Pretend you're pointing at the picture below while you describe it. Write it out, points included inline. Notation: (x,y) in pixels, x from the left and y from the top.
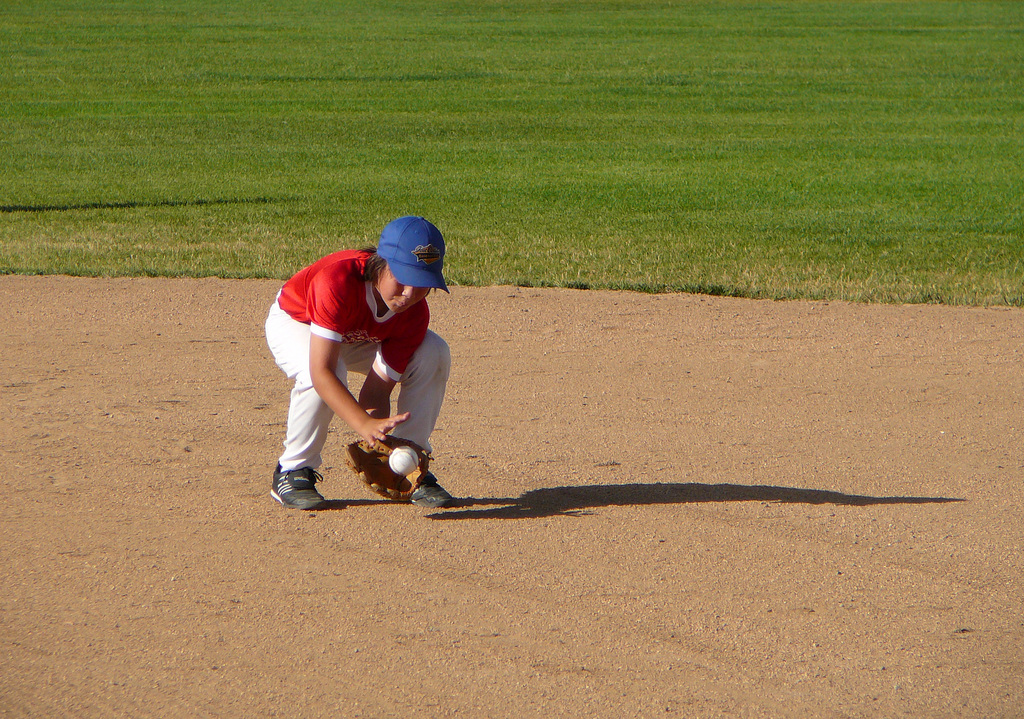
In this image I can see a person (421,446) is trying to catch the ball (405,461). This person (361,312) wore red color t-shirt (352,310), white color trouser (309,395) and there is the grass (663,202).
